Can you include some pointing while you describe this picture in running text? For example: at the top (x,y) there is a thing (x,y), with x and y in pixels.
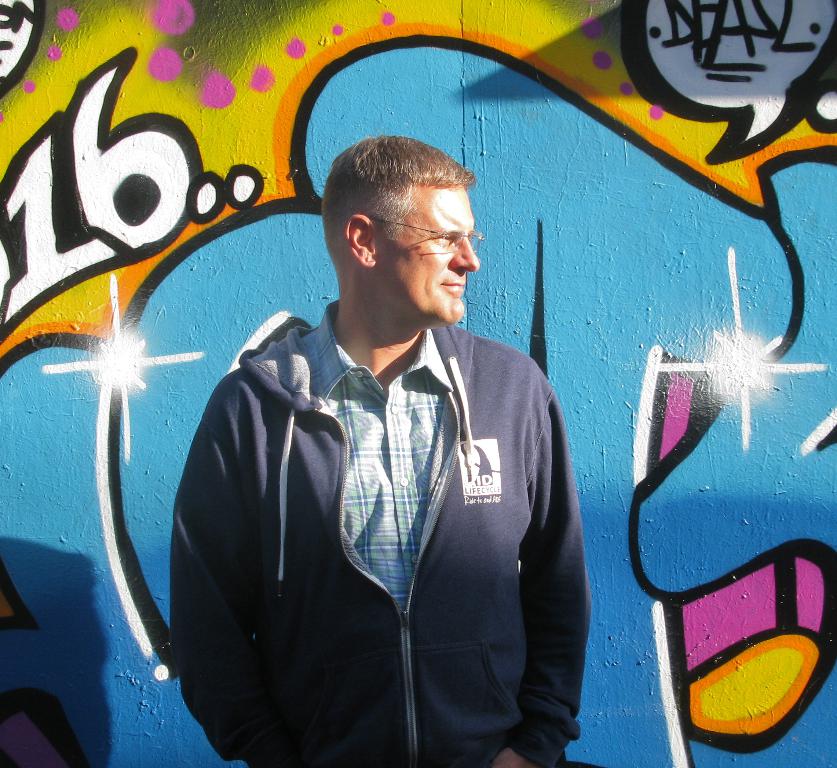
In this picture we can see a person (408,392) with the spectacles (444,241) is standing. Behind the man (327,513) there are paintings (652,301) on the wall (652,268).
